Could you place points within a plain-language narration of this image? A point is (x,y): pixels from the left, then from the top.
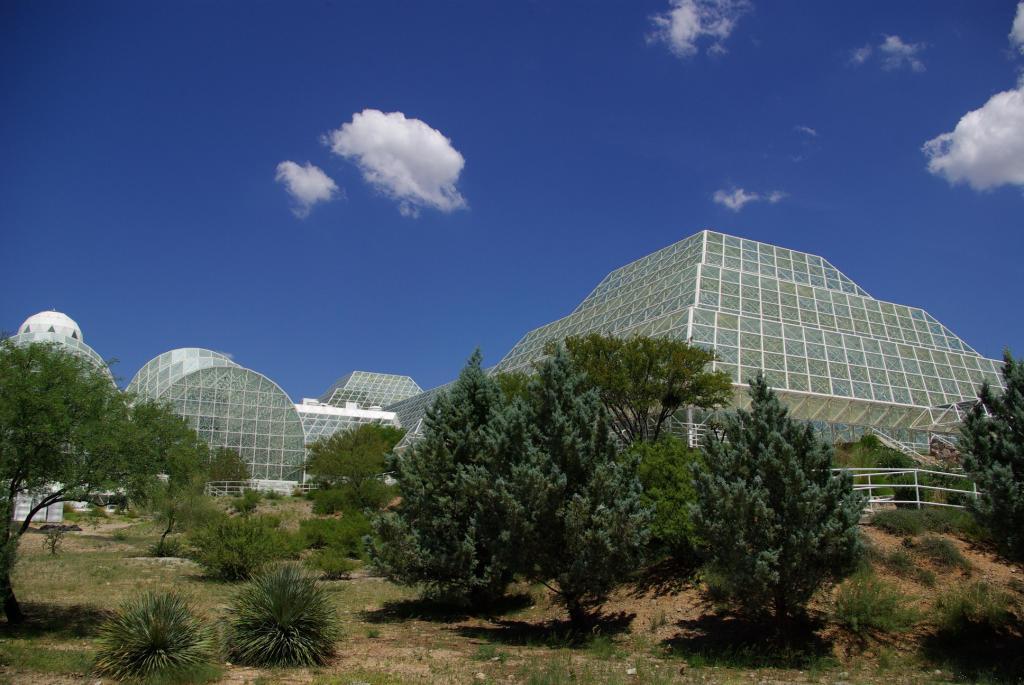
This is an outside view. At the bottom of the image (237,622) I can see some plants (157,618) and trees (467,468) on the ground (609,652). In the background (900,351) there is a building (816,287). On the top of the image (338,71) I can see the sky (558,175) and clouds (413,156).
